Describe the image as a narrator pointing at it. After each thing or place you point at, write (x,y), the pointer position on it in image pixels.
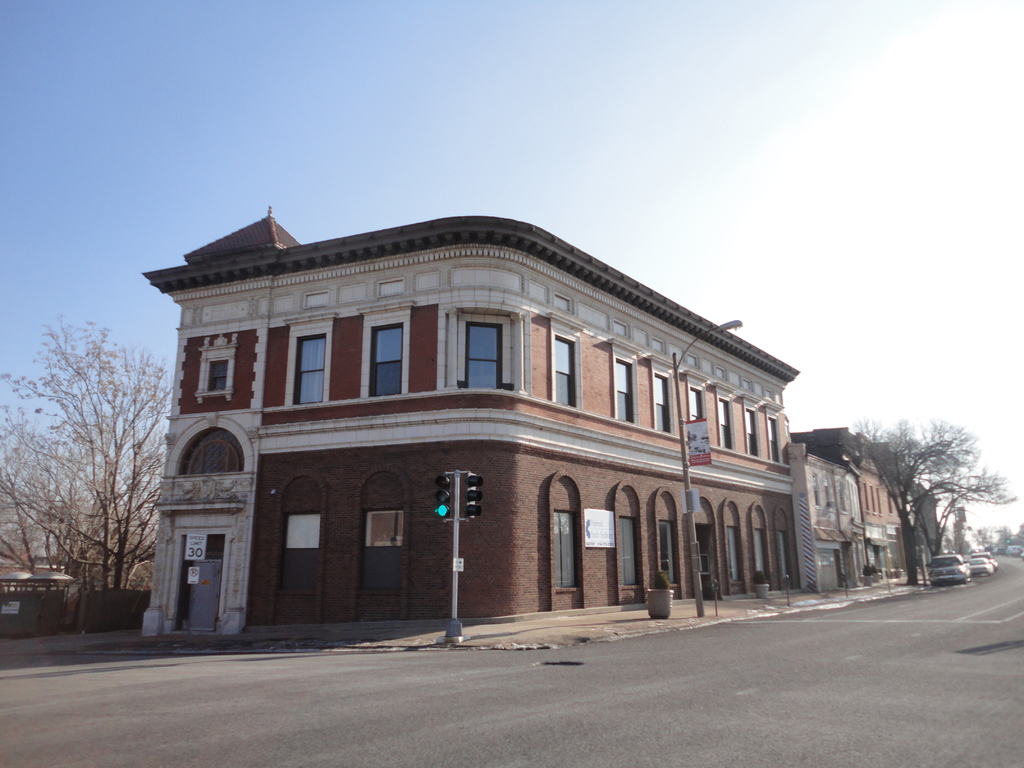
In this given picture, I can see electrical pole (694,574) which includes streetlight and also i can see a traffic signal pole (456,565) and i can see a big building (795,380) which includes with multiple windows (498,371) and i can see a tree (892,498) which is full of dried branches (912,468) and towards left side of the building (460,579), they are three trees (66,521) which are completely dried and i can see road (957,686), few cars (937,576) a sky (550,94).
